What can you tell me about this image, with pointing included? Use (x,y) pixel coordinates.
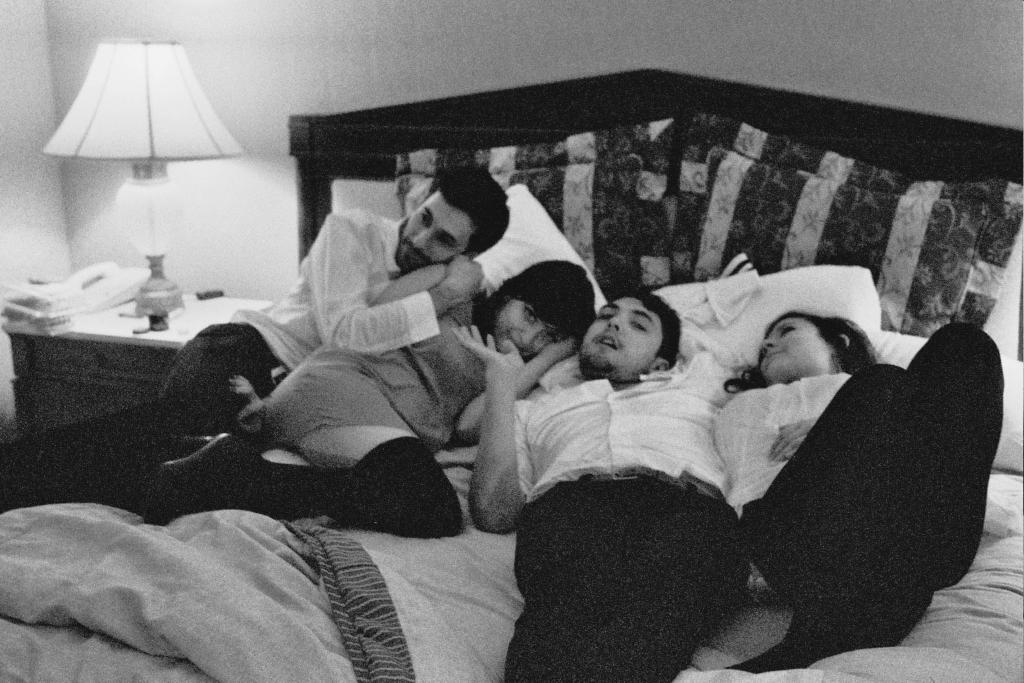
There are four members (410,398) lying on the bed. Two of them are men (320,233) and two of them are women (837,495). Behind them there are pillows (514,184) and there is a blanket (214,585) on the bed (250,585). Beside them there is a lamp (172,140). And in the background (409,90) we can observe wall (416,37).
